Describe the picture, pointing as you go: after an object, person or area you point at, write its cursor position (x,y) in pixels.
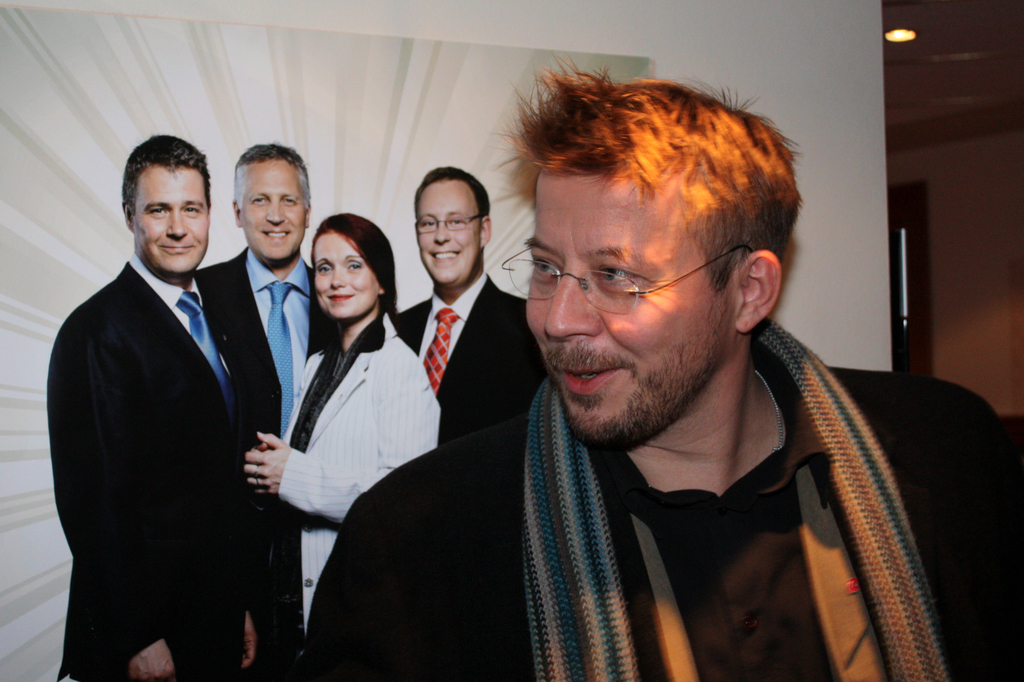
In this image, we can see a person (761,523) wearing glasses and a scarf (583,579) and in the background (325,126), we can see a board (379,114) with some people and there is a light (902,37) and a wall (851,127).
